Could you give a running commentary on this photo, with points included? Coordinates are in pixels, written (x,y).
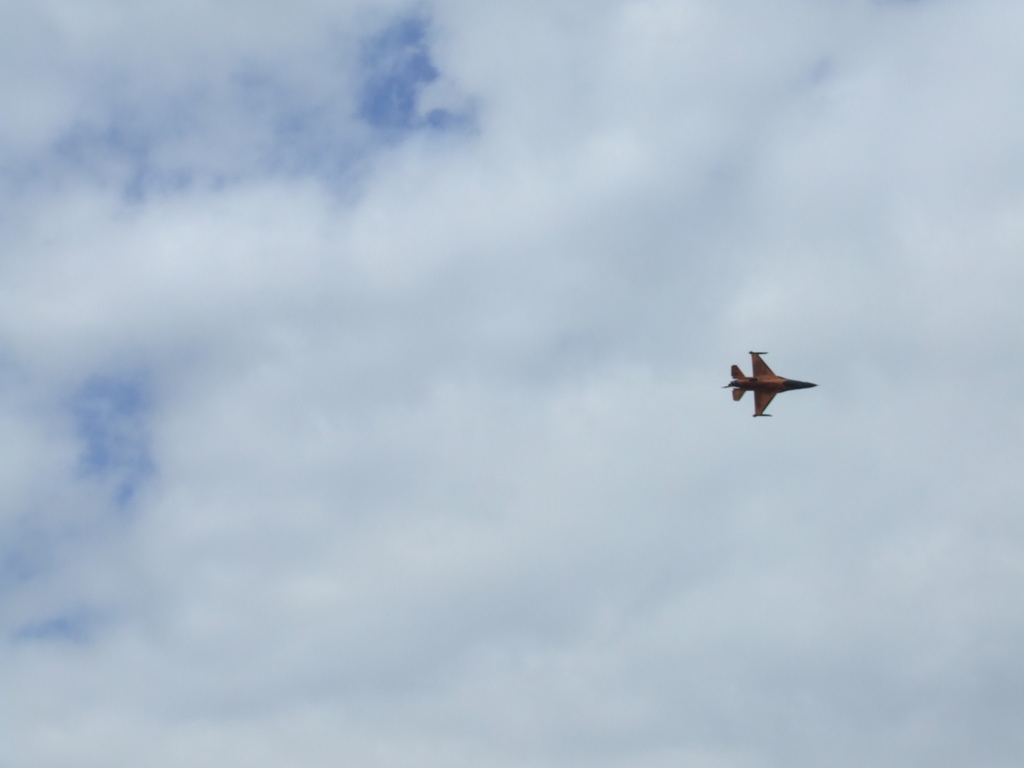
There is an aeroplane (775,393) flying in the air. In the background (620,84) there is sky (274,387) with clouds (201,449).
